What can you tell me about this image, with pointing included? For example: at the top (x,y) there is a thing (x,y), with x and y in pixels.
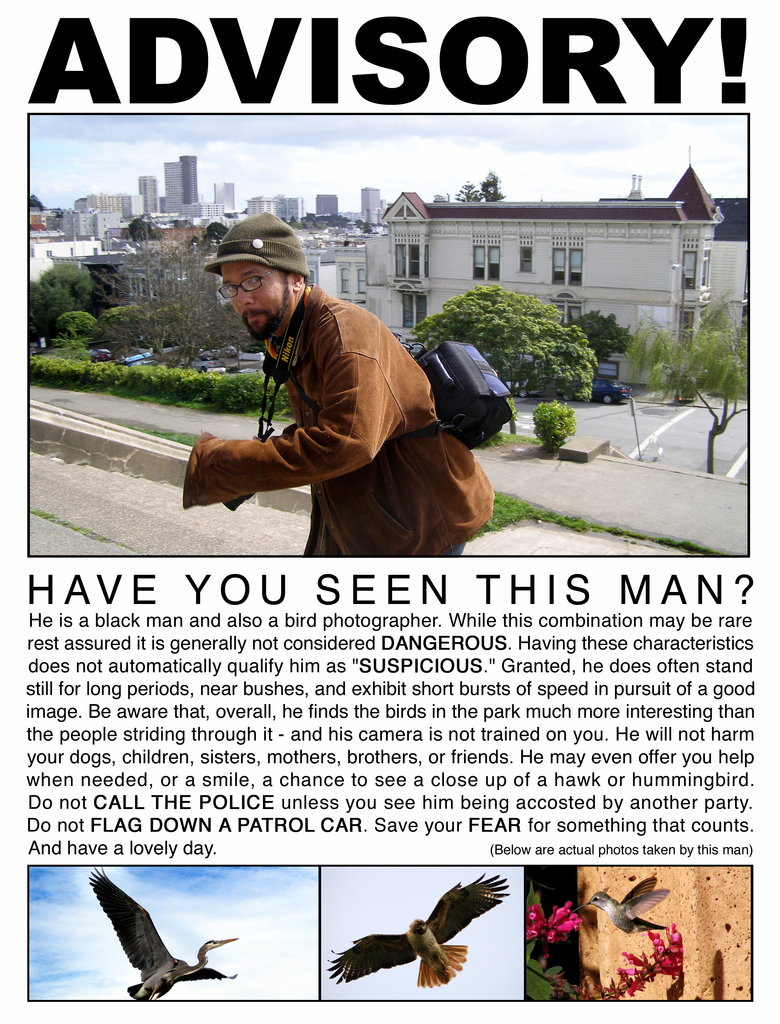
This image consists of a poster (239,373) with a few images (444,459) and text (465,800) on it. There are a few images (432,337) of birds (203,953), trees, plants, houses (323,265), buildings (192,190) and a man (441,445).
